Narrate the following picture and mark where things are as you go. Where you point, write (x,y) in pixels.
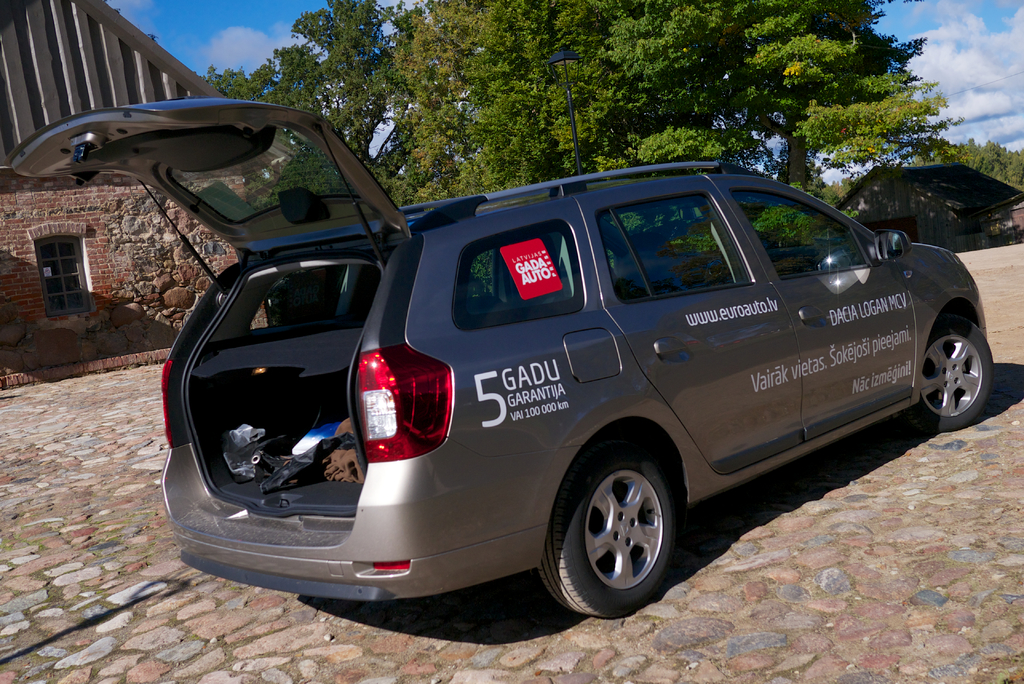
In this picture I can see the grey color car (480,341) on the ground (769,492). In the background (708,138) I can see the trees (883,156), shed (961,210), building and other objects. In the top right corner (1005,72) I can see the sky (938,40) and clouds (956,54).
